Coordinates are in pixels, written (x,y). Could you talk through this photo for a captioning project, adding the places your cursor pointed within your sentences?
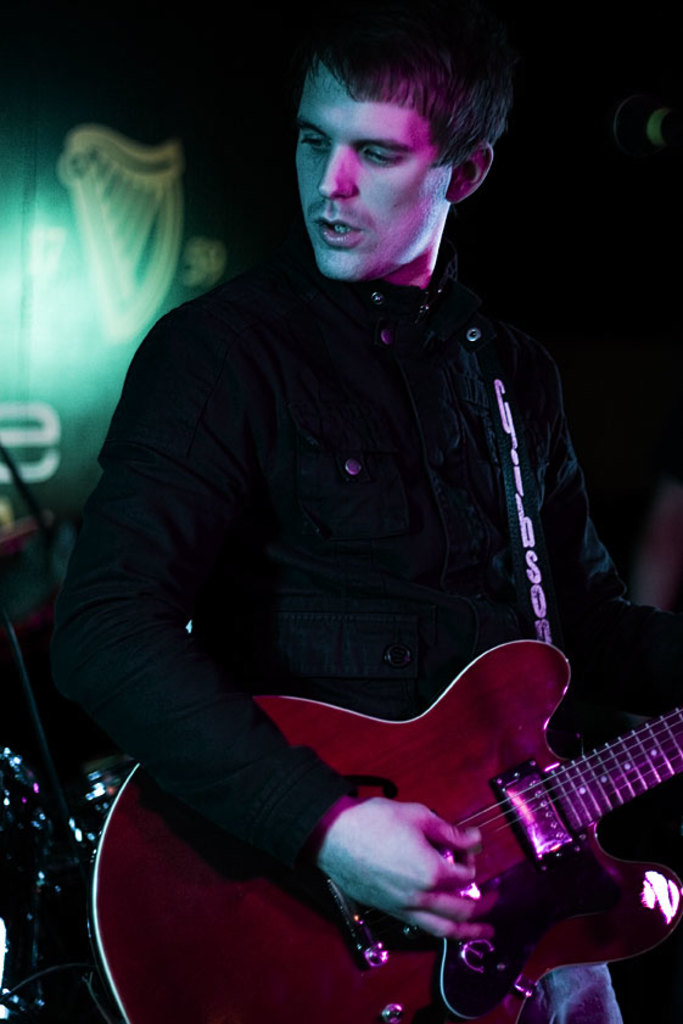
A man (413,407) wearing a black jacket (399,476) is playing a guitar (492,879). In the background (90,302) there is a light (74,263).
